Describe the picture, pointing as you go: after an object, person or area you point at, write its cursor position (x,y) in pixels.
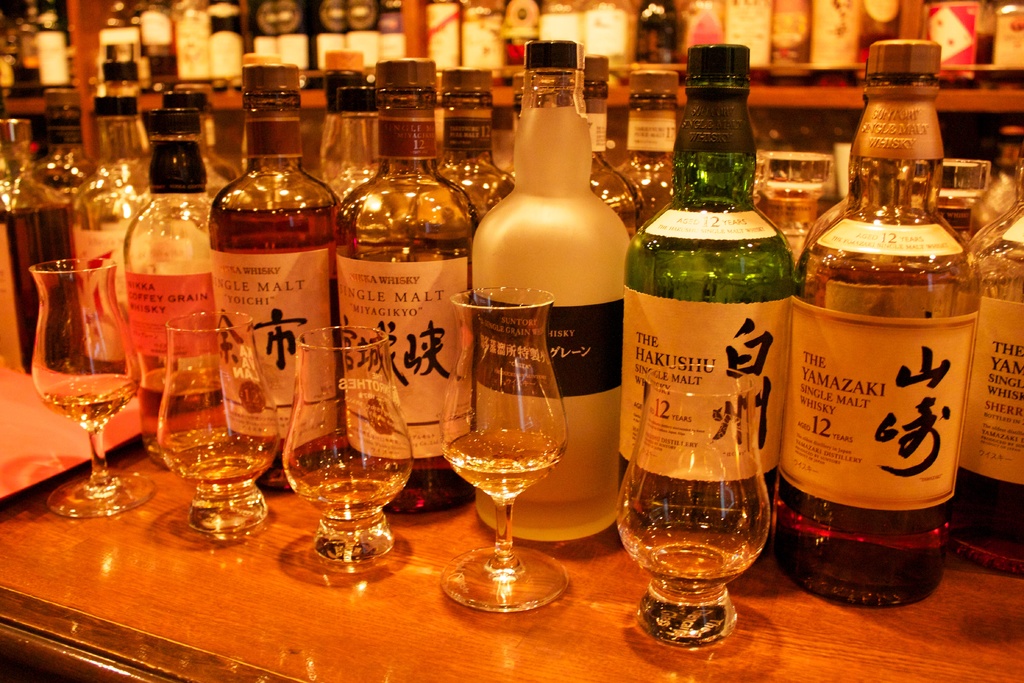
There are some whisky bottles (469,233) placed on the table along with some glasses (303,444) here. In the background (404,20) there is a shelf (196,11) in which some bottles (583,31) were placed.
